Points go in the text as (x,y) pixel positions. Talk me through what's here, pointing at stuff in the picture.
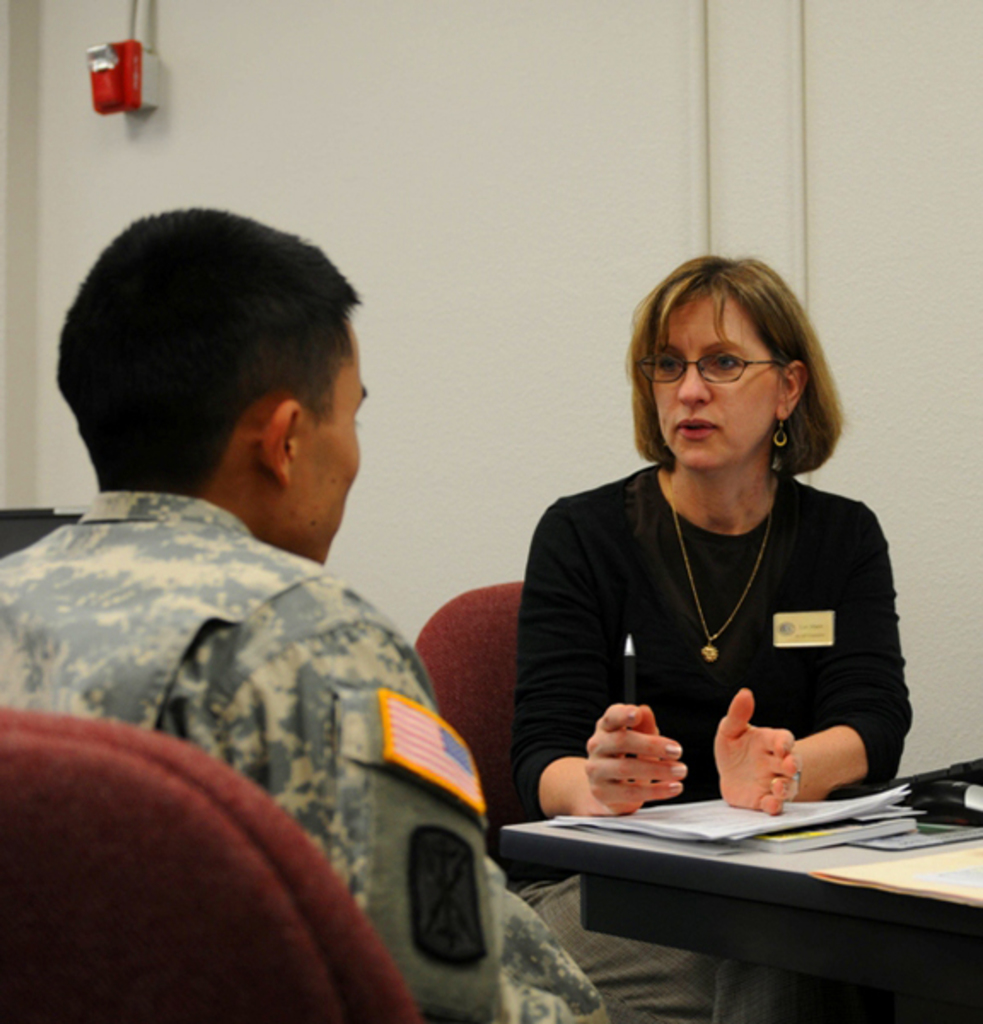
In this picture there is a man (73,659) and woman (632,626) sitting and woman (684,473) is speaking, there is a table (963,933) in front of them which has some papers (715,830), books (834,836) and in the backdrop (647,117) there is a wall (480,126).
